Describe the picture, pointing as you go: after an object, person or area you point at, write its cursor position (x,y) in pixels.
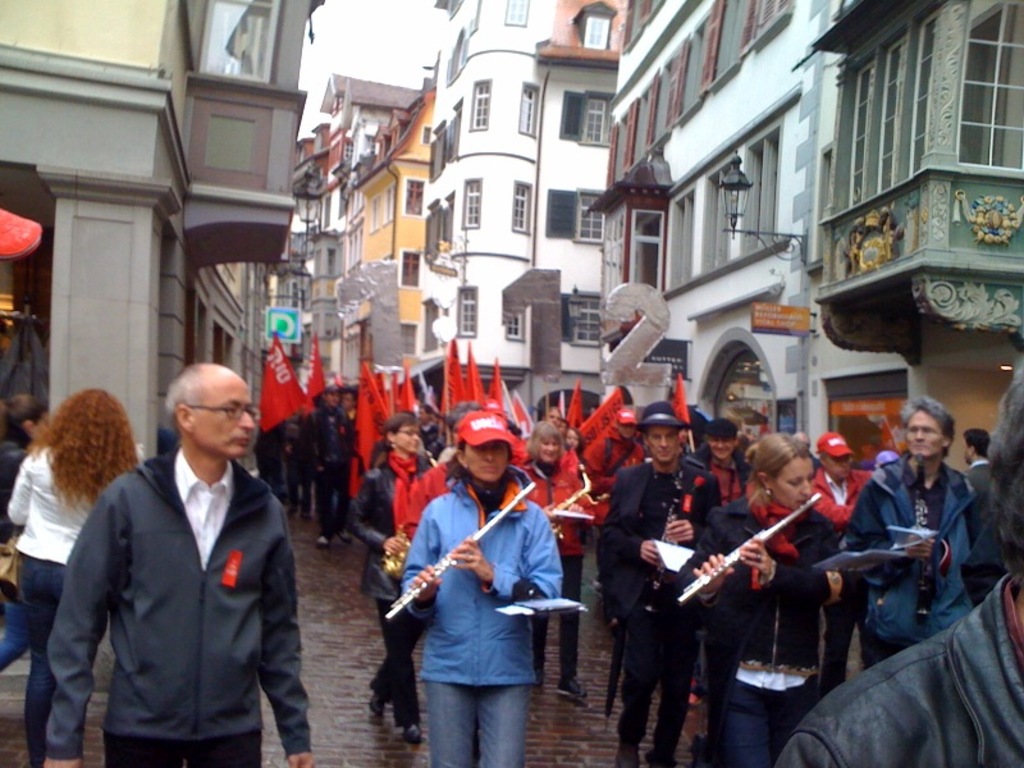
In this picture there are people (449,415) those who are standing in series, by holding flags (456,359) in their hands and there are buildings (582,246) at the top side of the image (537,150).
